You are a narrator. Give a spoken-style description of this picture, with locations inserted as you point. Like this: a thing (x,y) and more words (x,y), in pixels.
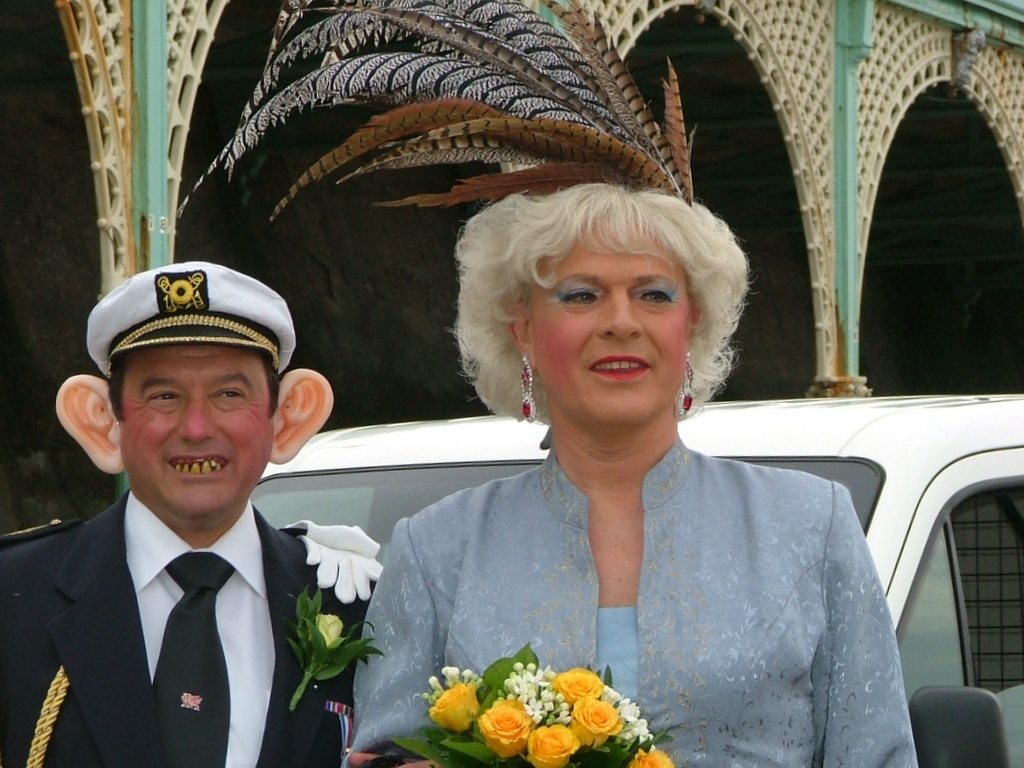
In this image there is a woman (631,510) holding a flower bouquet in her hand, beside the woman (606,502) there is a person (213,391) standing, behind them there is a car (794,467) and behind the car (427,485) there are pillars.
